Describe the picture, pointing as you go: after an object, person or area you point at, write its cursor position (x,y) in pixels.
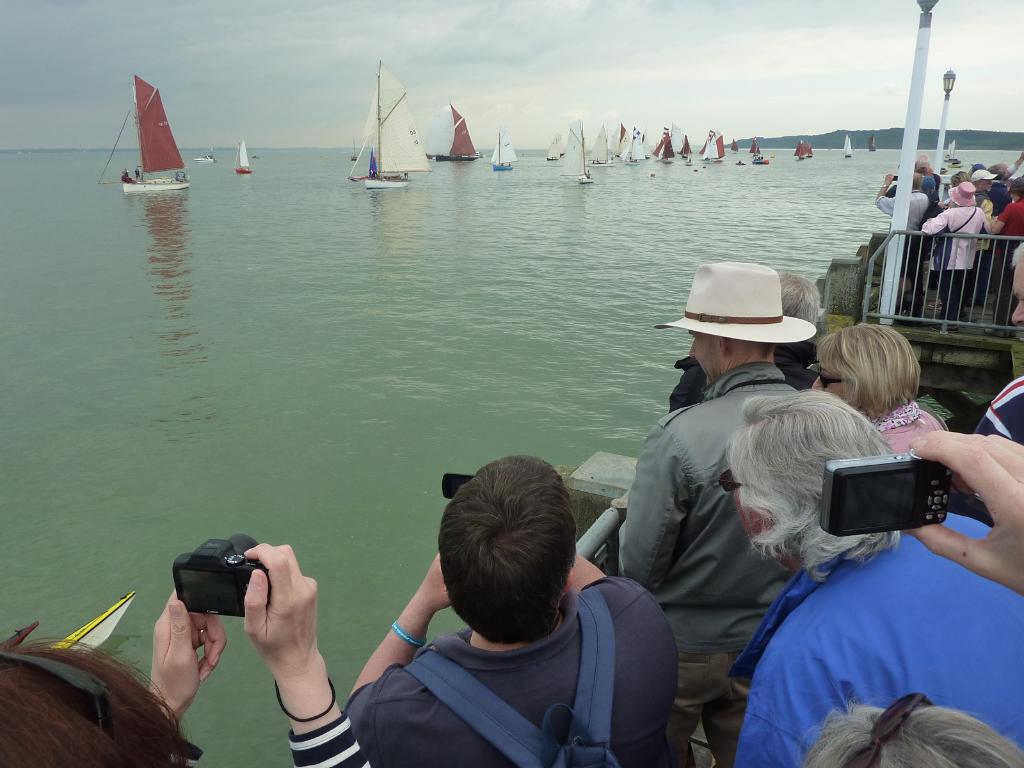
In this image there is the sky (702,54), there are mountains (1008,142) truncated towards the right of the images, there are boats (441,140) in the sea (471,244), there are group of persons (767,574) standing, there are persons (1000,220) truncated towards the right of the image (999,539), there are persons (922,728) truncated towards the bottom of the image (593,728), there are persons (503,545) holding objects (184,598), there are poles (907,128), there are lights (949,88), there is a light (928,7) truncated towards the top of the image (930,17).
